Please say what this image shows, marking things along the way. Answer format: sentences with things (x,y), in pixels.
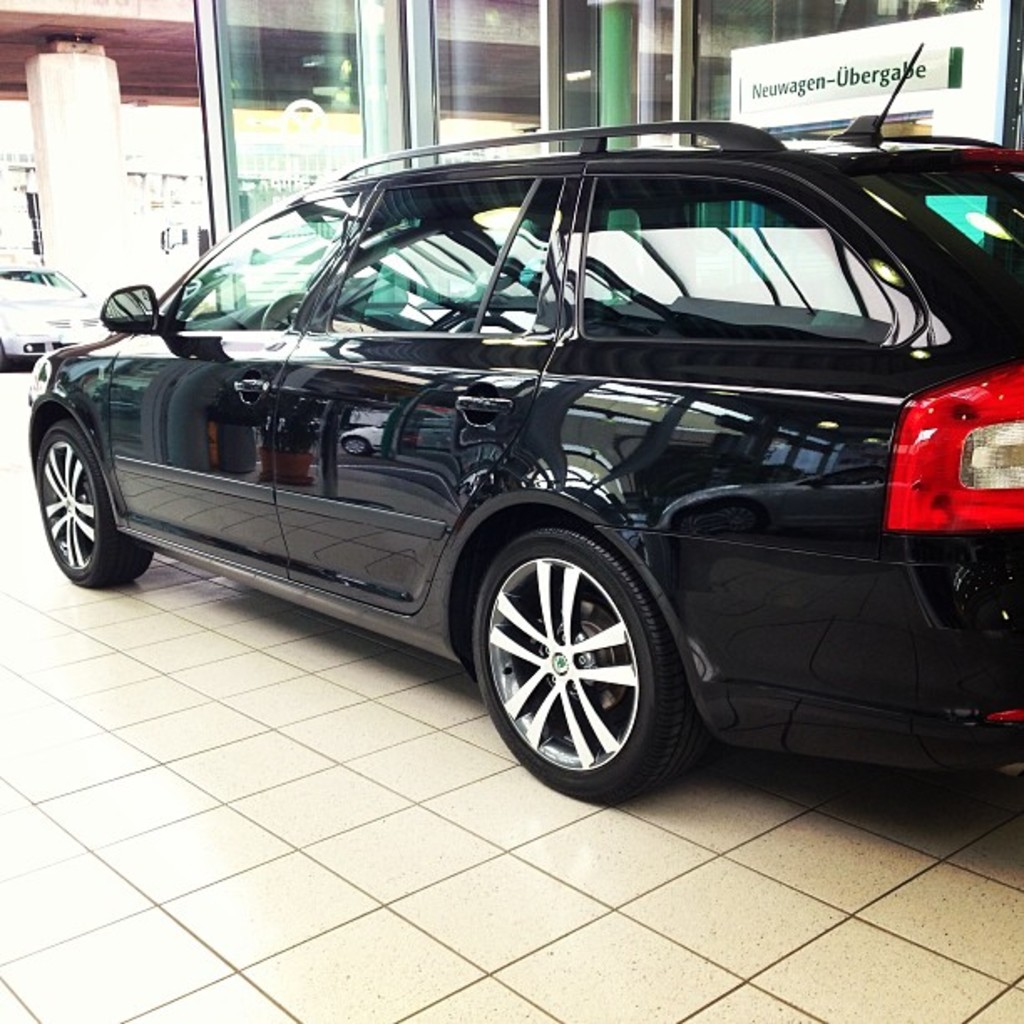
In this image we can see motor vehicles (129,489) on the floor (377,675). In the background (169,165) there are buildings (76,126), glasses (263,83) and a name board (821,68).
